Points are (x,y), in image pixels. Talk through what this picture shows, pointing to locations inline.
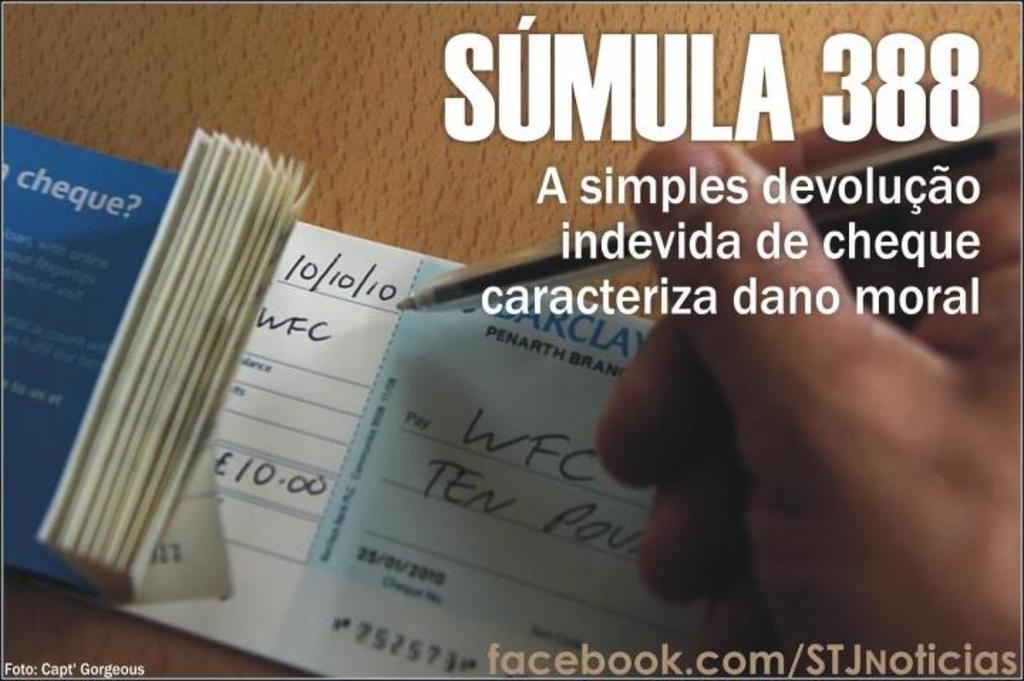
In this image we can see a cheque book (469,425) and a person's hand (759,255) holding a pen (629,260). Also, we can see some text (649,259).
